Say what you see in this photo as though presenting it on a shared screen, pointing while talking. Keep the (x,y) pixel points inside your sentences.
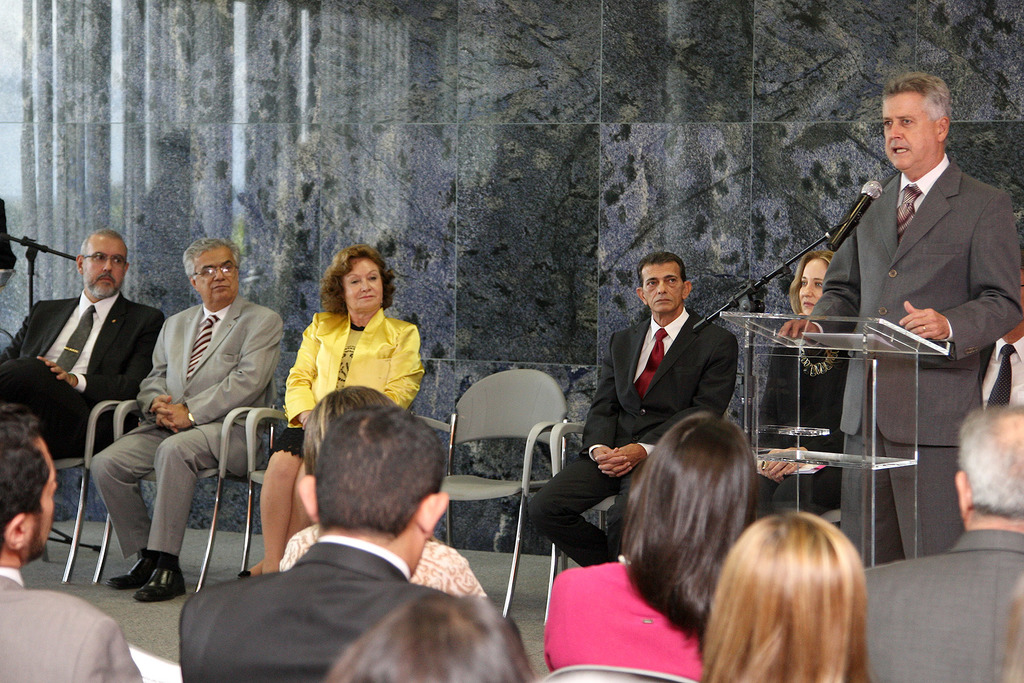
In this picture we can see a group of people (690,322) sitting on chairs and here man (917,218) wore blazer (890,208), tie (907,188) standing at podium (858,409) and talking on mic (879,187) and in front (671,622) we can see other people (253,641) listening to him and in background (391,120) we can see wall (273,144).
